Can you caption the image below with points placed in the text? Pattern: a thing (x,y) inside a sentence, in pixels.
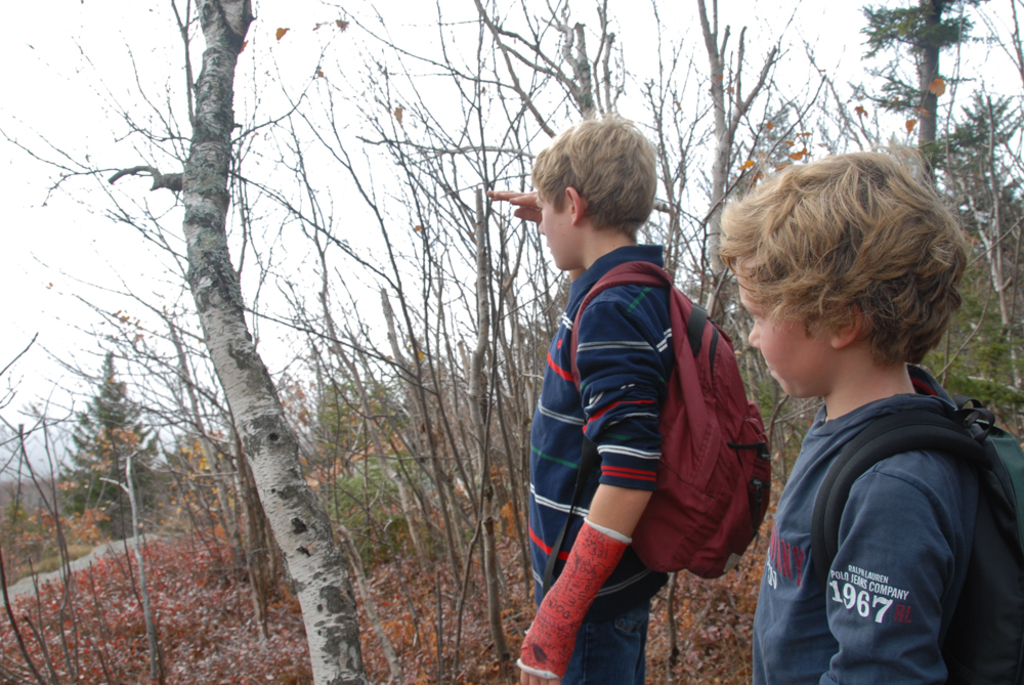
In this picture, we see two boys (888,369) are standing and they are wearing the backpacks (901,443). At the bottom (454,608), we see the dry leaves (445,620) and twigs (479,611). Beside them, we see the trees (980,229). There are trees (145,426) in the background (177,389). At the top (336,99), we see the sky (405,61).
